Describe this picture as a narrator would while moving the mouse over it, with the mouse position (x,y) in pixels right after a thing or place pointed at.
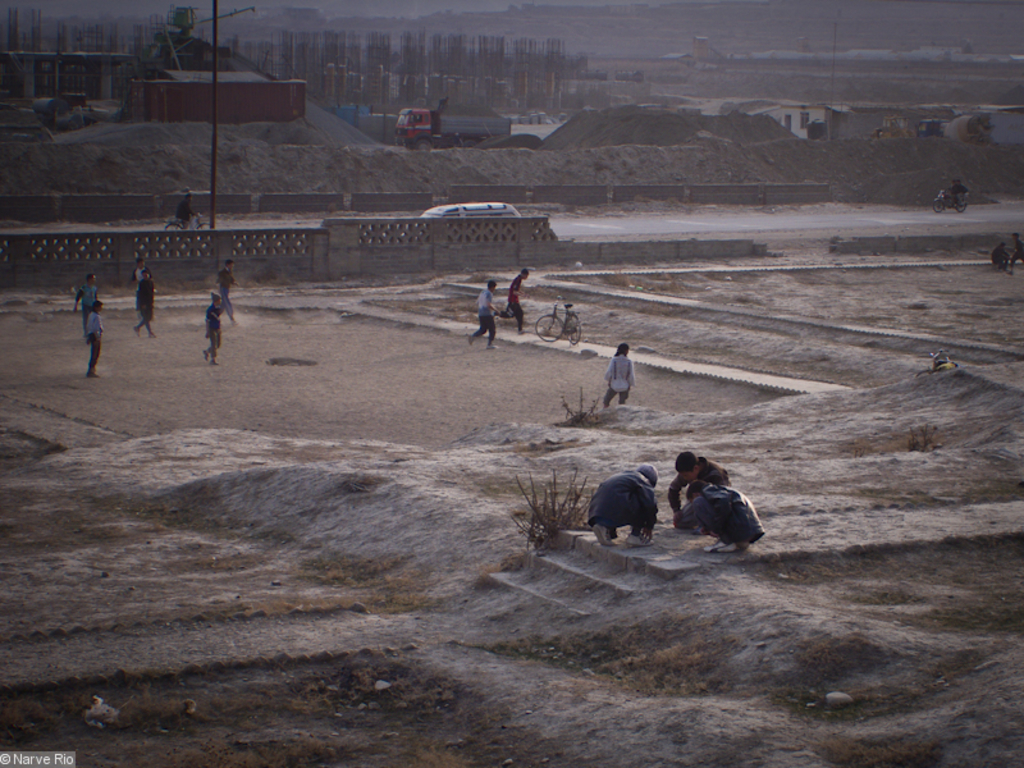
There are few people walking and three people (633,496) sitting in squat position. This looks like a bicycle (569,337). I can see the wall (130,266). I think this is a van (491,214), which is parked. This looks like a pole (215,159). I can see a person (181,214) riding bicycle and the other person (961,193) riding a motorbike (944,200) on the road (744,225). This looks like a truck (409,130). I think this is a container (231,105). This is a sand (600,158). I think these are the plants (552,522). At the bottom left corner of the image (4,754), I can see the watermark (66,754).
